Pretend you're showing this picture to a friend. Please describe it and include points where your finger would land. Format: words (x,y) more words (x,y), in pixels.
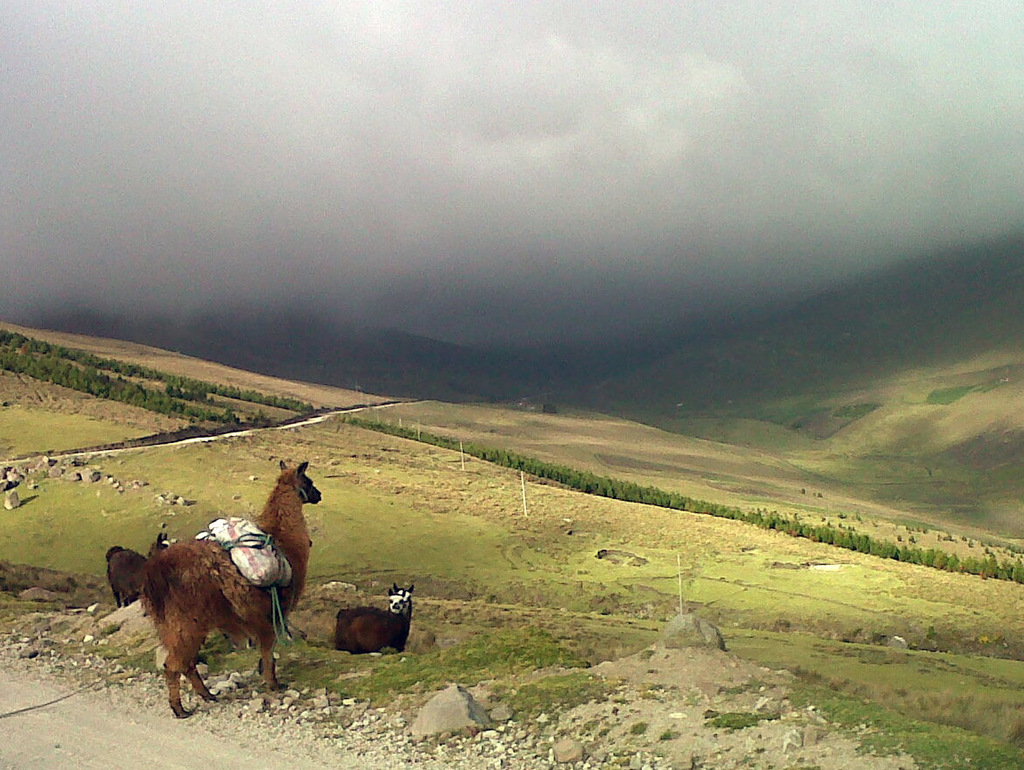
In this image there are animals (404,620), trees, grass (453,643) and sky (447,78). On that animal (288,515) there is an object (269,561).
